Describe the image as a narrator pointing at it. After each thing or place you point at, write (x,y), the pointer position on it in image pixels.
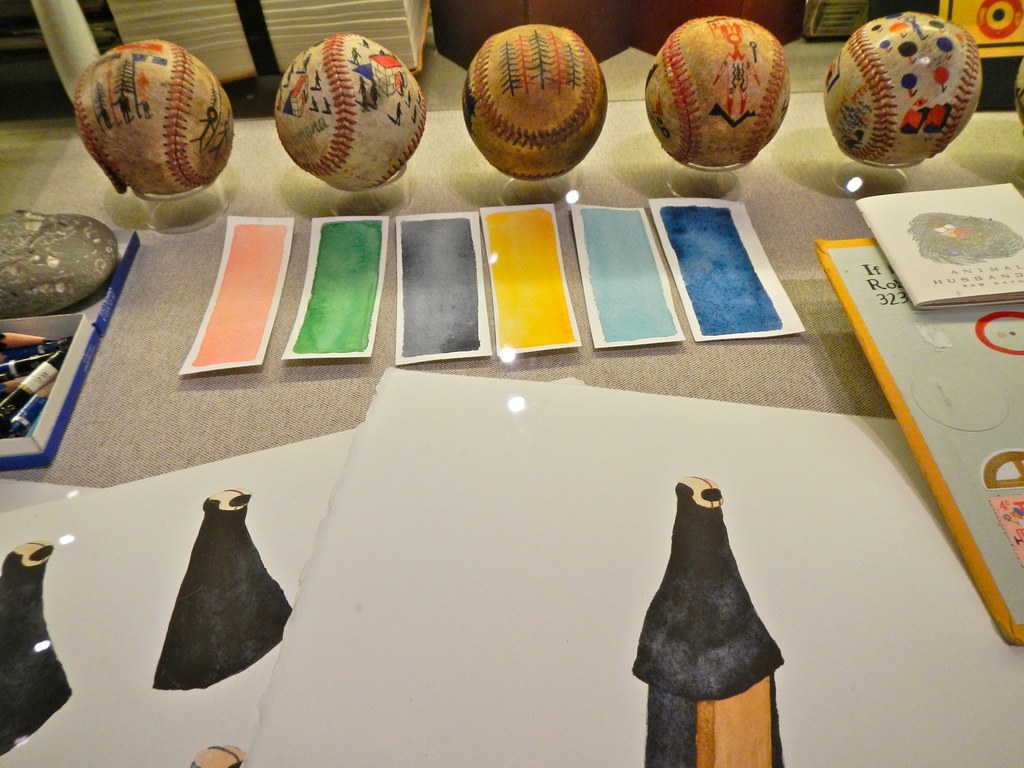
In the picture I can see white color papers (159,533) on which we can see some arts (20,546), we can see a pad (980,372) and a book (919,227) on the right side of the image (872,341) and we can see some objects (50,365) are placed on the surface (133,475). Here we can see different color papers (494,266) and we can see balls (169,105) are placed on the surface (1011,132). In the background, I can see a few more objects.
